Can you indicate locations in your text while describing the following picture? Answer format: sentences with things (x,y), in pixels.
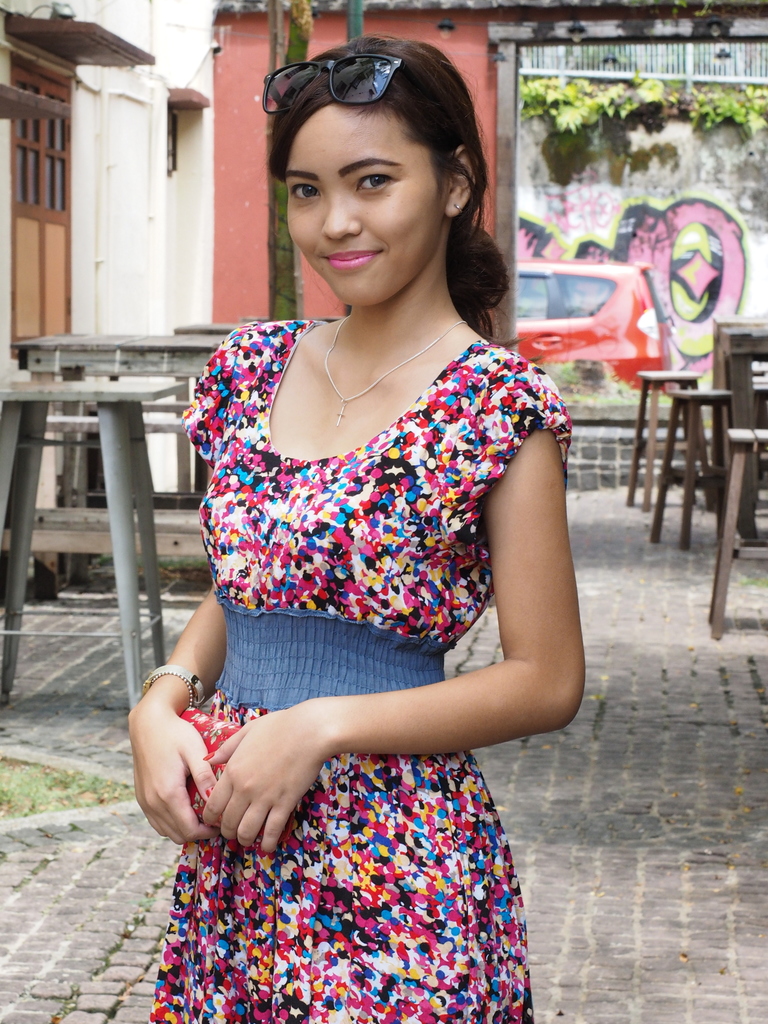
In this image we can see a girl (284,777) is standing and holding a wallet (215,771) in her hand (221,752) and she is having goggles (336,67) on her head (377,282). In the background (43,413) there are stools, tables (120,375), wall (124,319), window (67,150), vehicles (612,317), paintings (686,197) on the wall (605,190) and plants (744,119).
